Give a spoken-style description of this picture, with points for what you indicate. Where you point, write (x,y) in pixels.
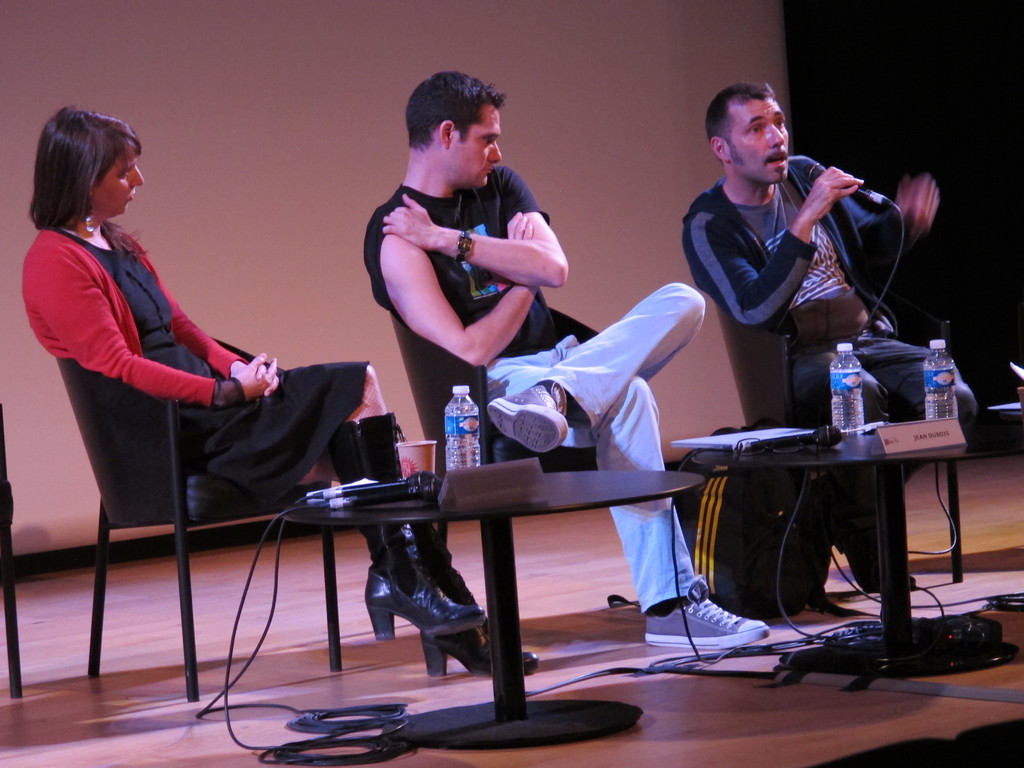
In this image there are three people (401,288) sitting on the chairs (592,460), in front of them there is a table (399,505) with mics (417,500), water bottles (459,449) and some other objects (474,472) on it. In the background (369,127) there is a wall (389,127).
